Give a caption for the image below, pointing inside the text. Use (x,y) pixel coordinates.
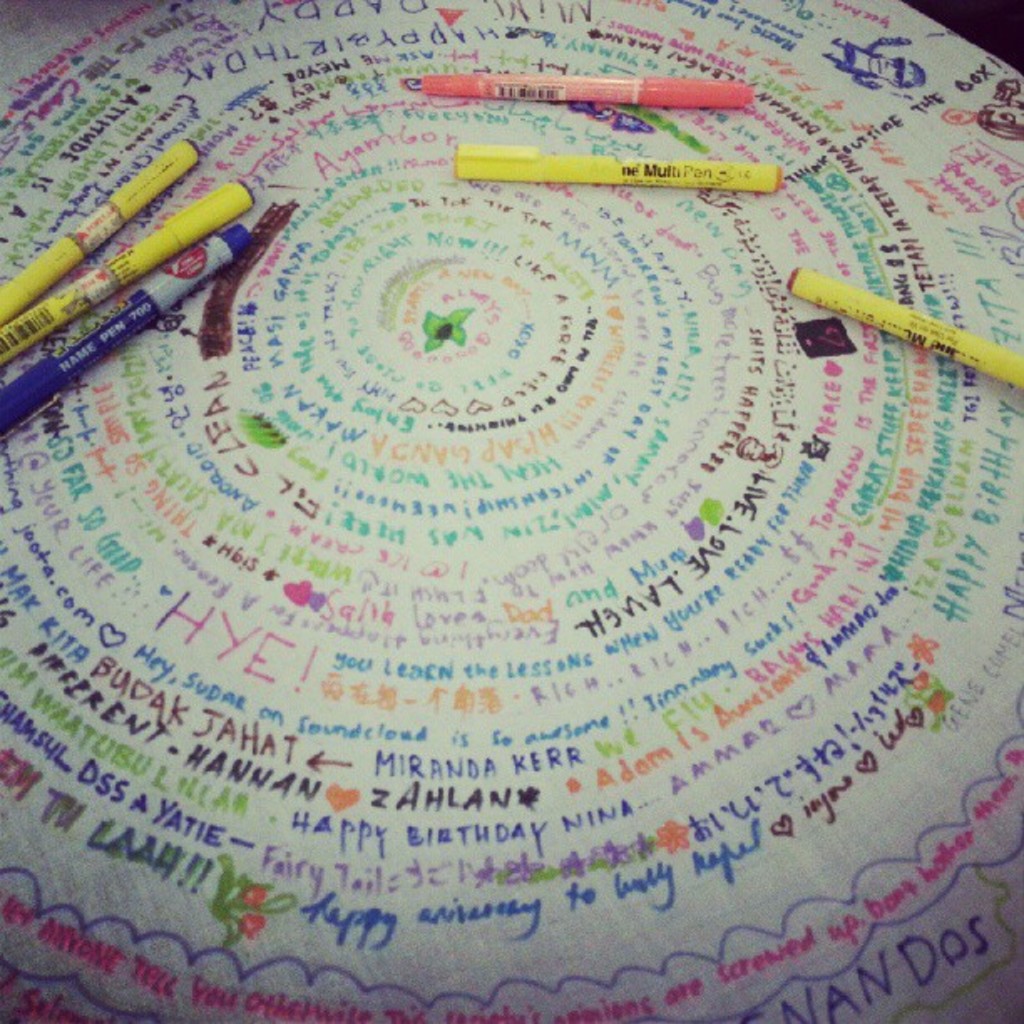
In this image there is a board (265,264) on it there are few pens (207,265). On the board (334,733) there are texts (443,833).
